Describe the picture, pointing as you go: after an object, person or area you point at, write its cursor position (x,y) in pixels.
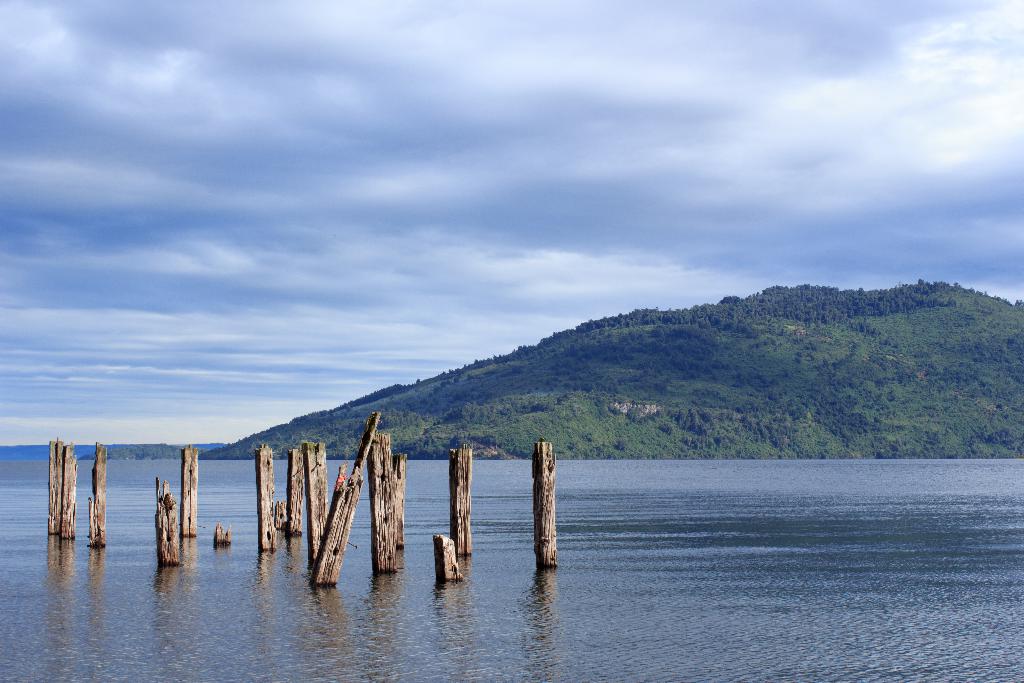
In the center of the image (390,445) we can see sticks (314,527) on the water (196,562). In the background (148,373) we can see hill (514,445), water (308,599), sky (508,281) and clouds (870,130).
